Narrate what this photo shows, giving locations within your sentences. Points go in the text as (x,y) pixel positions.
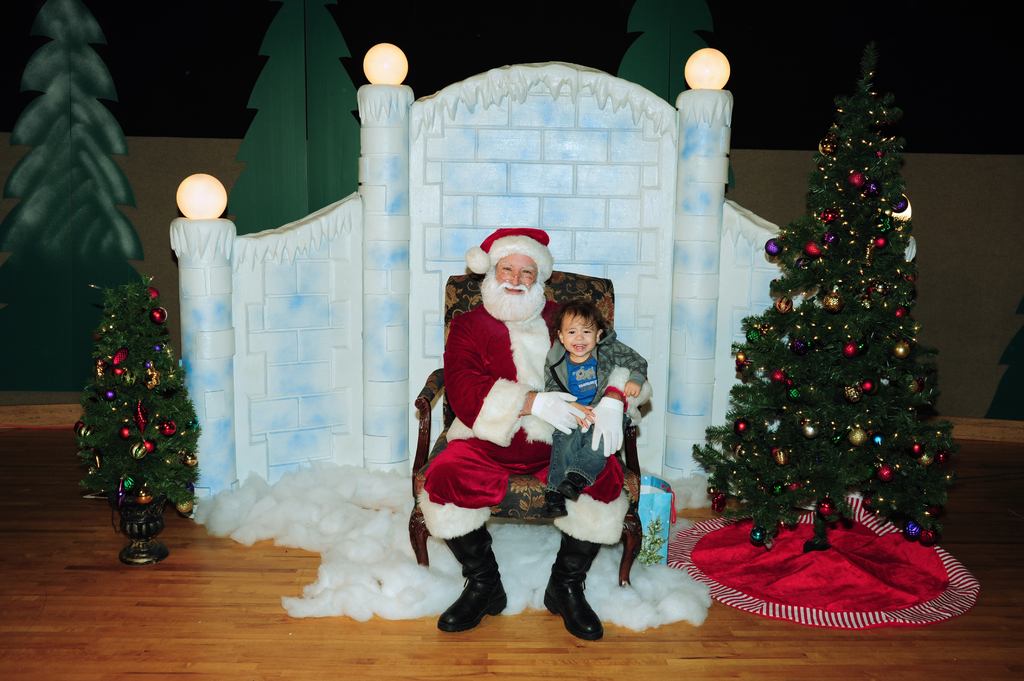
In this image in the center (501,384) there is one person (484,433) who is sitting on chair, and he is holding one boy (582,393). On the right side (791,428) and left side (100,443) there are trees (874,423), in the background (694,260) there is a wall (694,260) and some lights (382,75) and also we could see some decorations (381,112). At the bottom (280,605) there is floor (1021,603).
